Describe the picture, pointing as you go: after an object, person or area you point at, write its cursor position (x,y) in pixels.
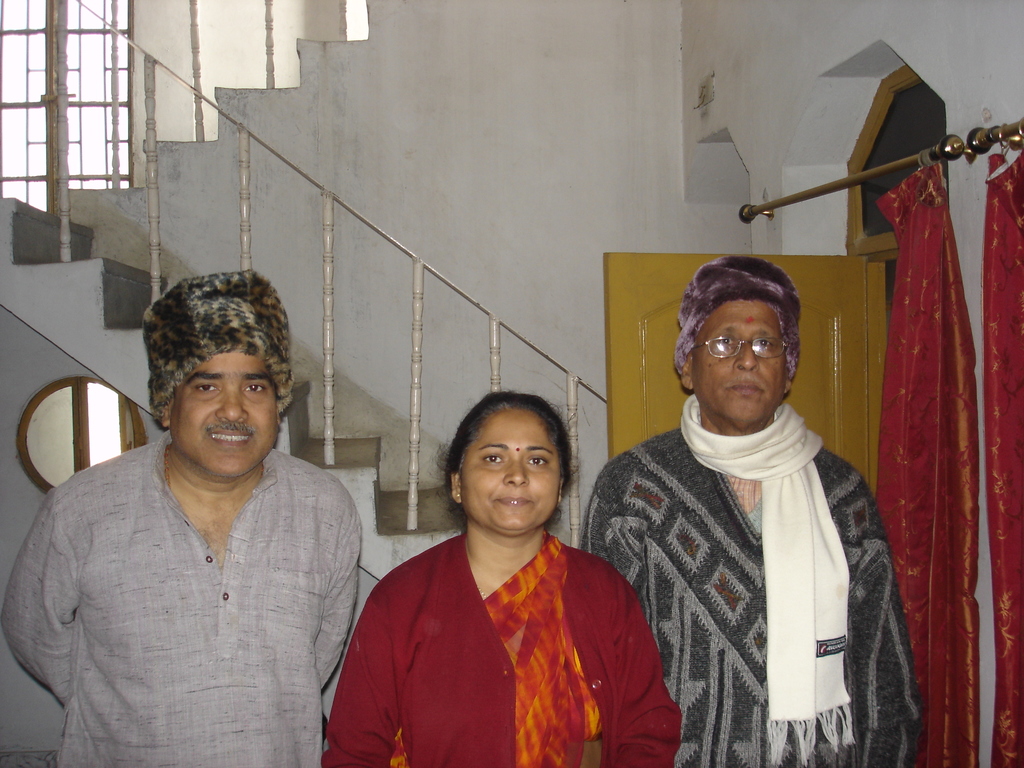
In the center of the image (496,408), we can see people (519,631) and some are wearing coats (674,563) and some are wearing caps (193,314) and one of them is wearing a scarf (796,558). In the background (624,278), there are stairs (171,206), a door (764,255) and we can see a curtain (914,305) and a wall (185,107) and there is a window (69,133).
